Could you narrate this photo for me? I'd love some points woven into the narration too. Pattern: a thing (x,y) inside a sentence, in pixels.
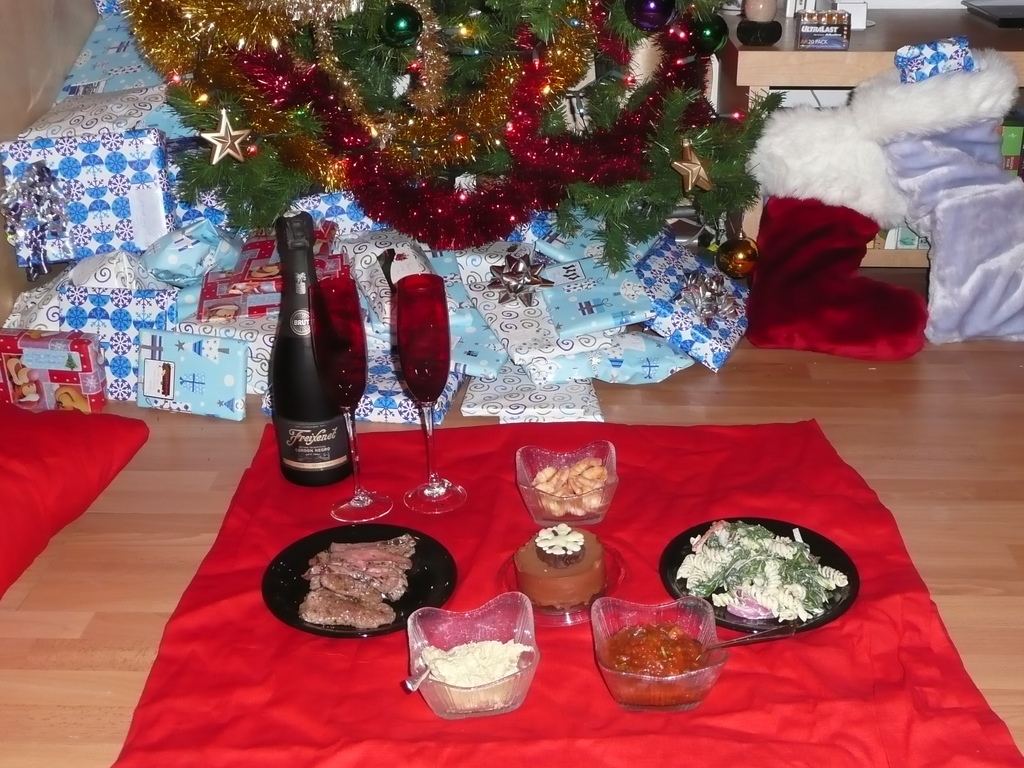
This picture is clicked inside. In the foreground (133,533) there is a floor (1003,550) on the top of which gifts (234,289) and Christmas tree (497,223), glasses (421,378), bottle (300,285) and some food items (415,553) and some other items (1014,211) are placed.
